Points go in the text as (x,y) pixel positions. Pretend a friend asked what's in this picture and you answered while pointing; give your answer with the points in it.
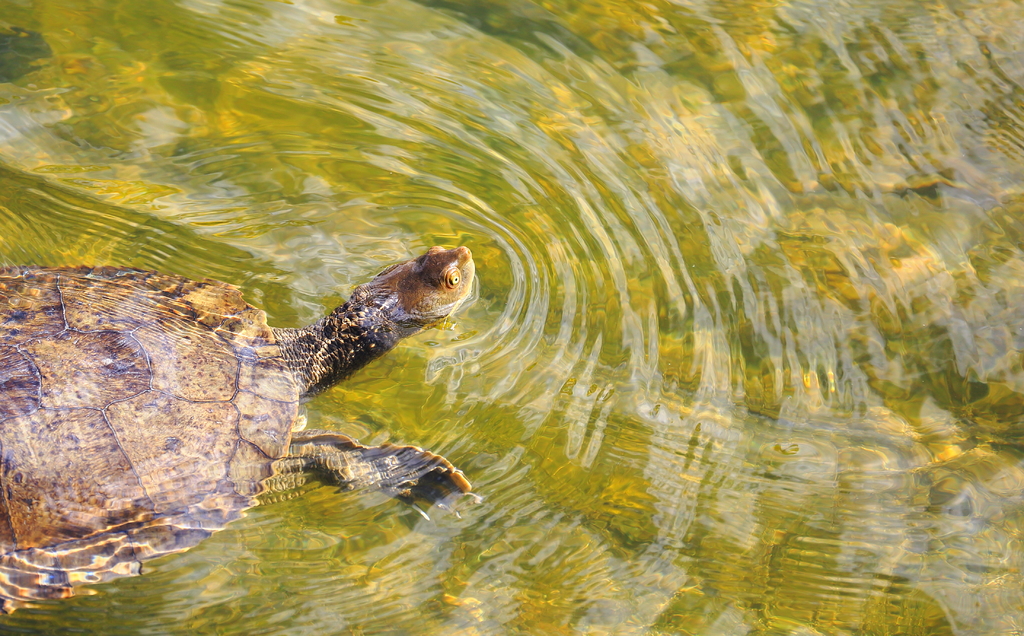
In this image I can see a tortoise (332,331) in water (281,295).
